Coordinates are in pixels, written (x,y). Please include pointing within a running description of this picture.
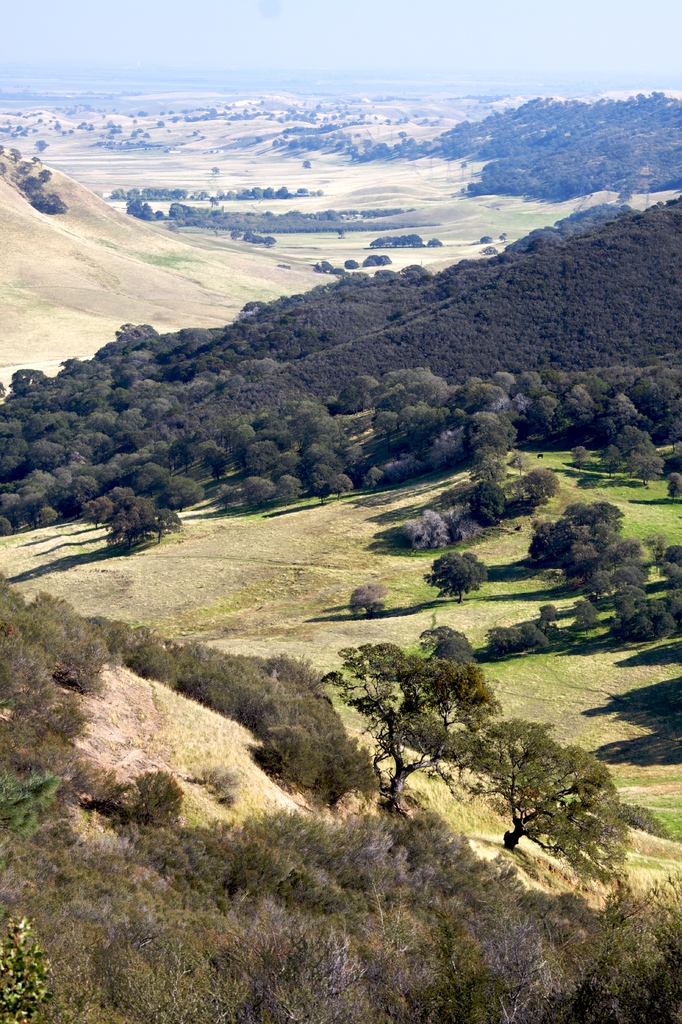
In this picture I can see trees (611,586), hills (316,322), and in the background (587,27) there is sky (379,18).
